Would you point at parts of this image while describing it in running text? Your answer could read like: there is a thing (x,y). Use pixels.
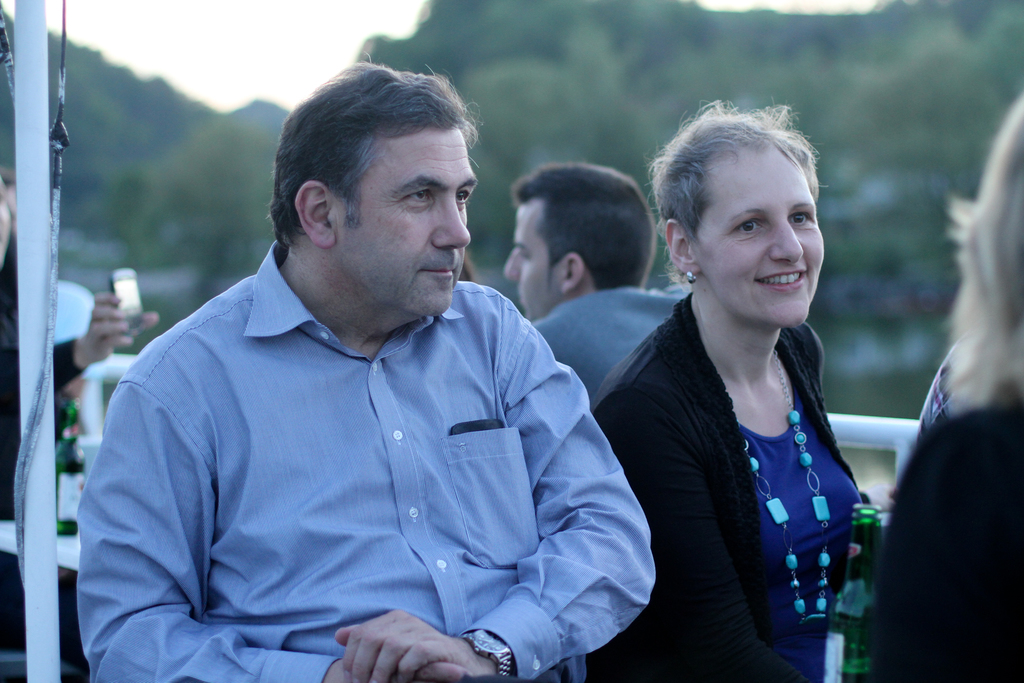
In this image we can see persons (384,467) sitting on the chairs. In the background (126,255) sky (210,17), trees (223,150). beverage bottles (850,597) on the table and a pole (34,257).
